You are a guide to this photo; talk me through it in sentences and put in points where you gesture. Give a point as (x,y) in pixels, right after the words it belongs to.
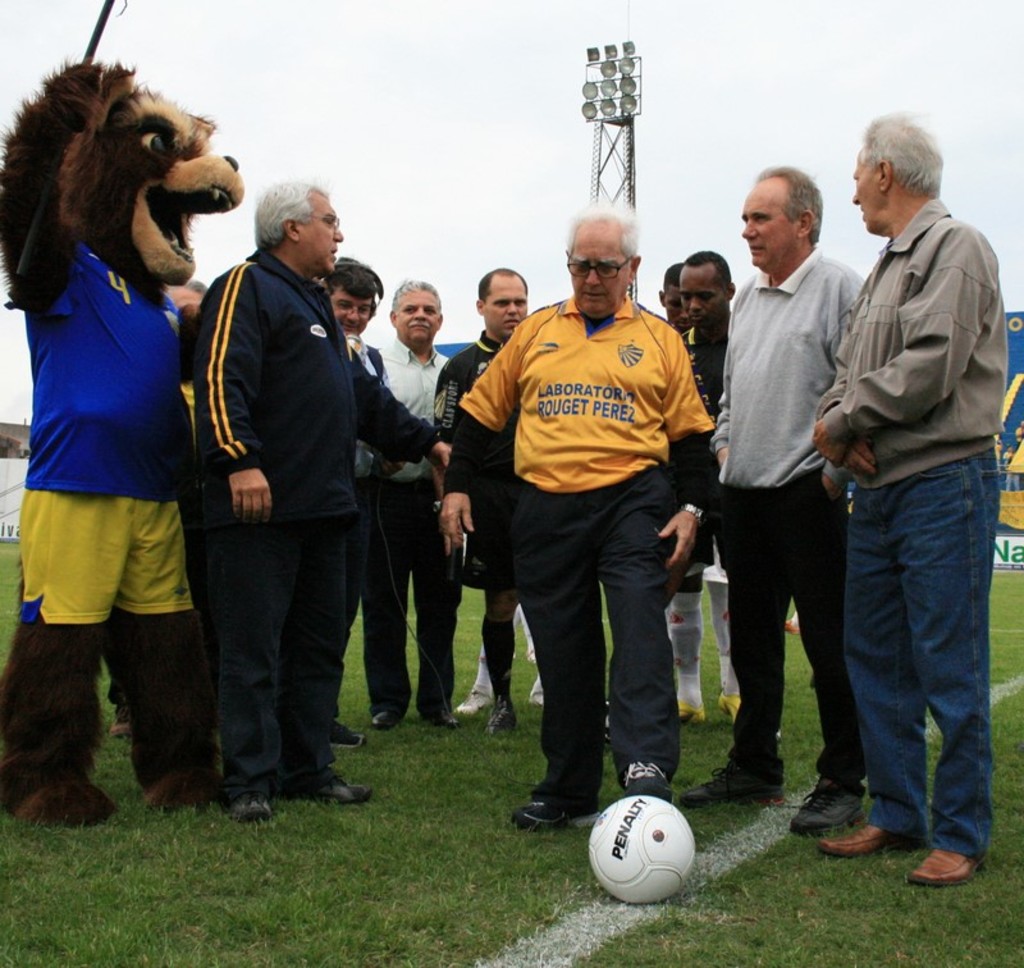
In this image I can see a few persons (548,616) standing on the ground (220,901) and on the left side (152,237) one person (158,229) wearing mask (103,188) of an animal (124,198) and at the bottom (670,882) I can see a white color ball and at the top (439,79) I can see the sky (419,130).
